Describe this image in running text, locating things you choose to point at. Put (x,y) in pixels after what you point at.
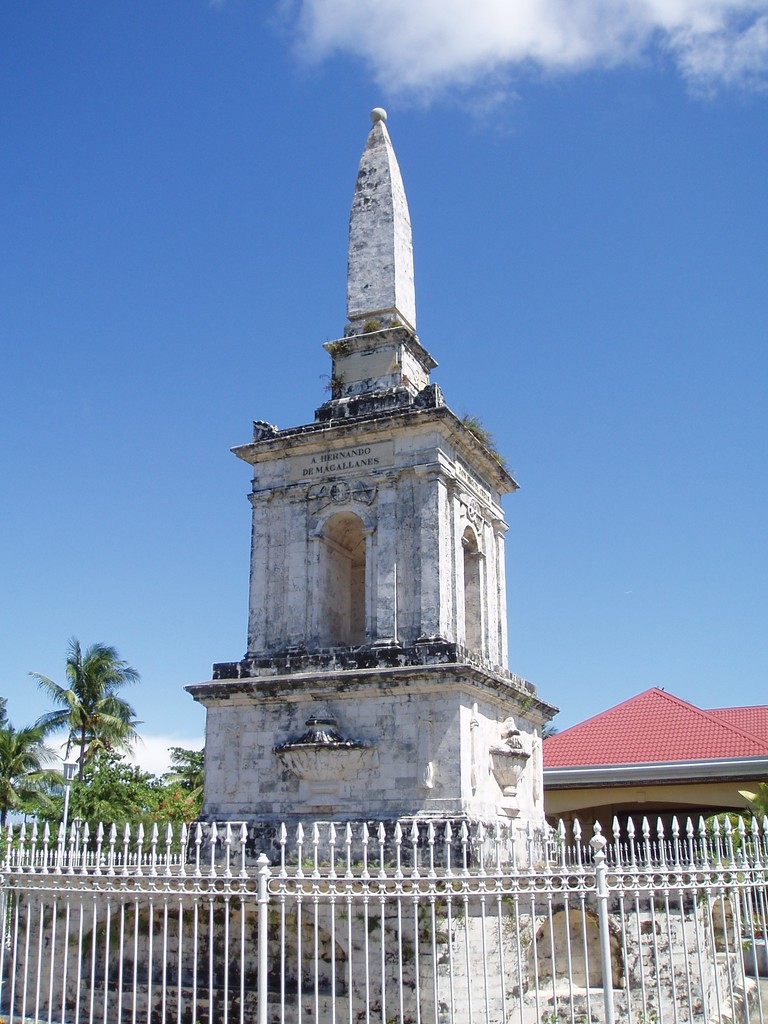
At the bottom of this image (449,949) I can see fencing (606,960). In the background (107,780) there are some buildings (369,736) and trees (81,737). On the top of the image (143,237) I can see the sky (270,109) and clouds (428,38).
